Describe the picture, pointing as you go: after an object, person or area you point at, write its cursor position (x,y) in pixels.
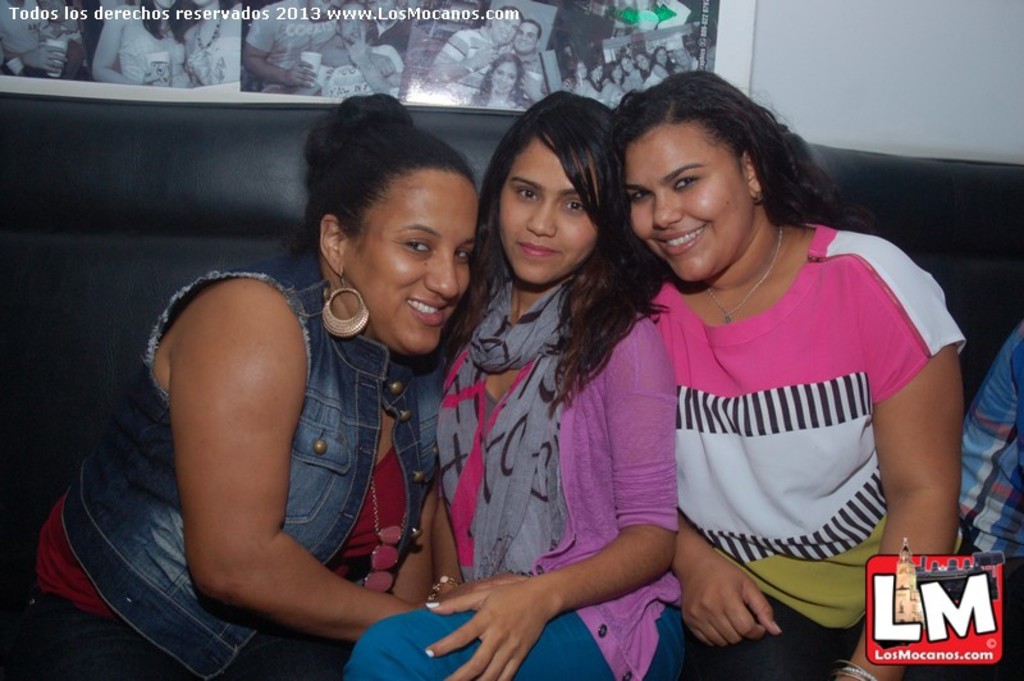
In this image I can see three person (833,440) sitting on the couch (89,135), the person (843,455) at right (815,430) wearing white and pink color shirt (694,428), the person (649,428) in the middle (559,428) wearing pink and gray color shirt (601,428) and the person (329,441) at left (339,439) wearing maroon and blue color dress (373,433) and the couch (202,218) is in black color. Background (822,85) I can see few papers (633,33) attached to the wall (836,39) and the wall (885,101) is in white color.
